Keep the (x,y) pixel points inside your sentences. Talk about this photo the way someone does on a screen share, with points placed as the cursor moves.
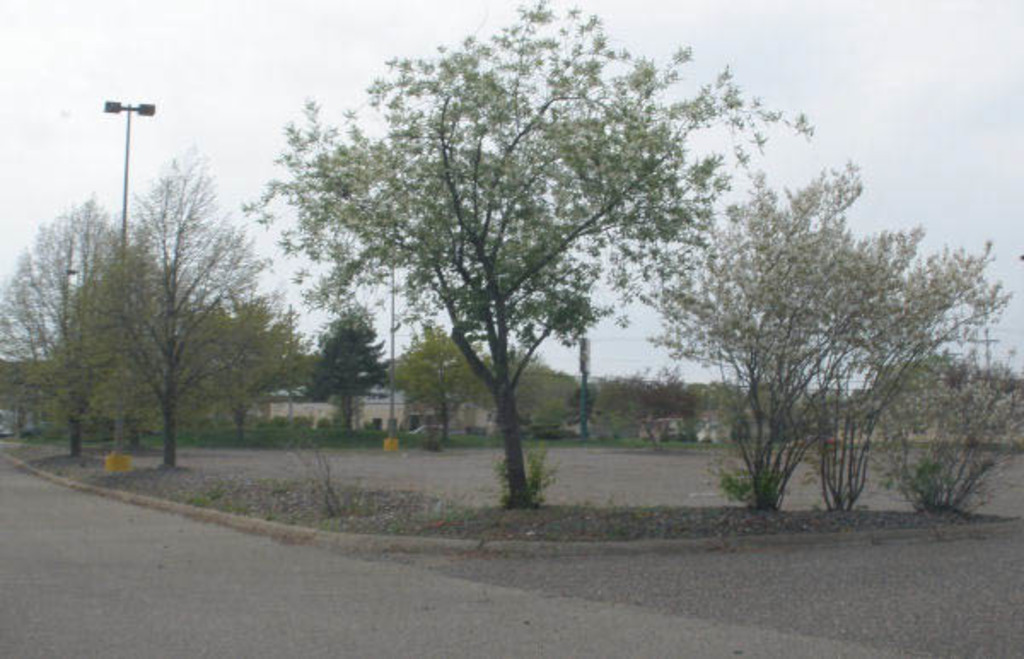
In this image I can see few trees (429,385) in green color, background (46,203) I can see few light poles (584,427), buildings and the sky (249,69) is in white color.
